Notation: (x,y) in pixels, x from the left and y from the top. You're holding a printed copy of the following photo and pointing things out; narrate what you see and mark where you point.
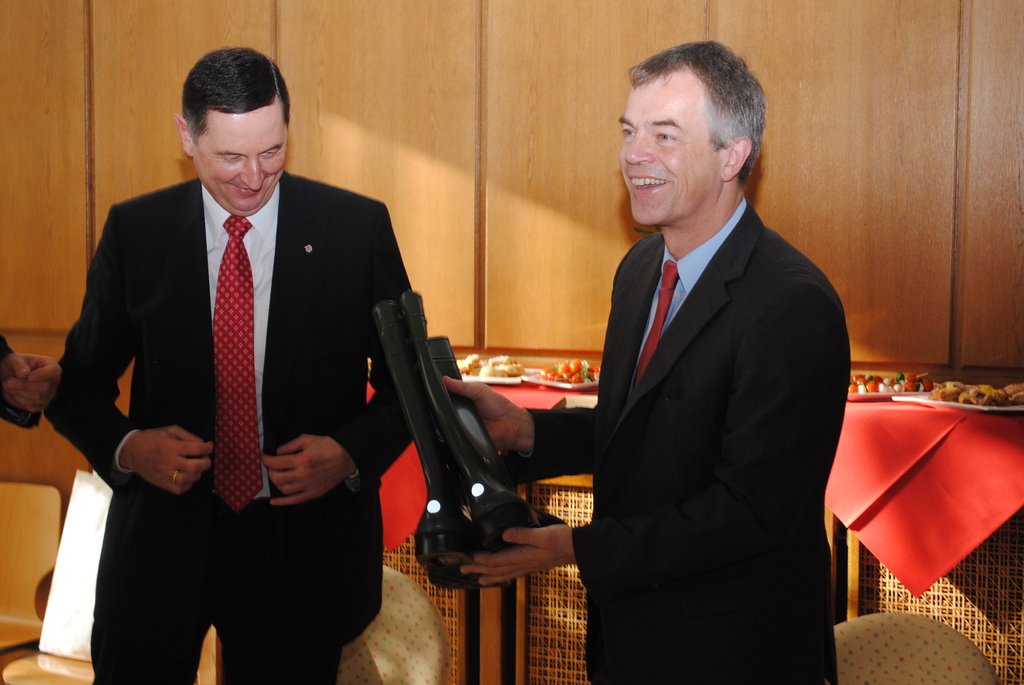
In this picture we can see there are two people (287,590) standing and a man (521,479) is holding a pair of boots (432,434). Behind the people (164,355) there are some food items (917,380) and a wooden wall (528,143).
